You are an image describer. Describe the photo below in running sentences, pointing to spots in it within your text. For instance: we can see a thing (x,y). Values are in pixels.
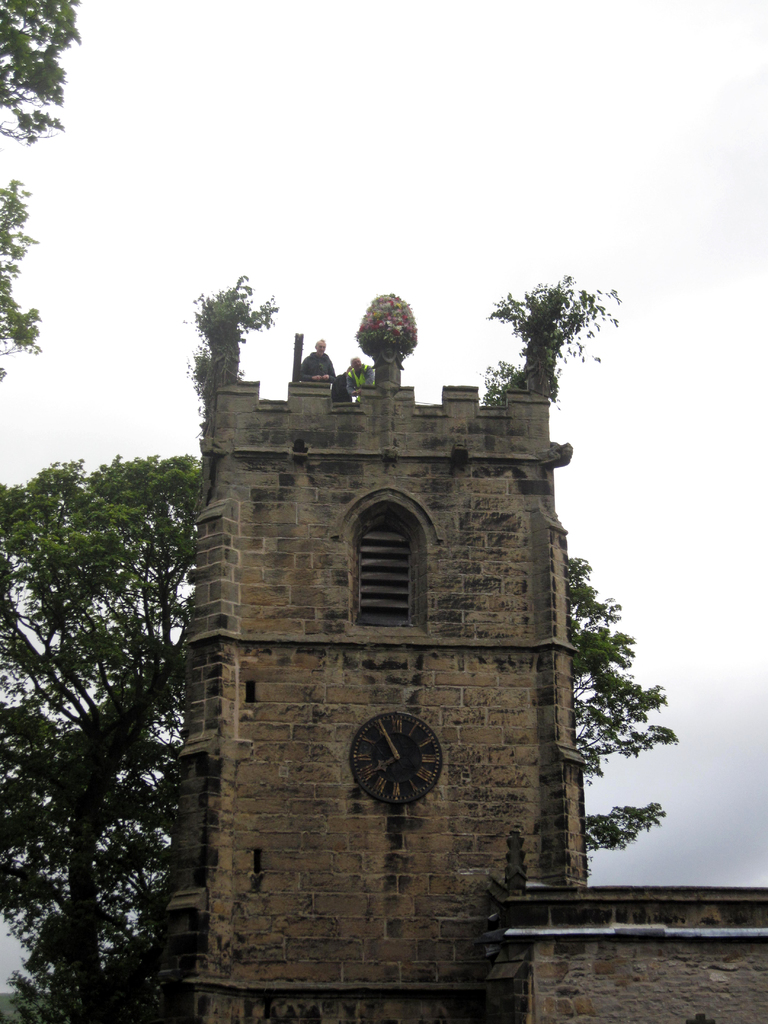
In this image I can see a building (341,876) which is cream, brown and black in color. I can see a clock (426,777) to the building (383,707) and few trees (109,666) which are green and black in color. In the background (46,394) I can see the sky (58,351).
